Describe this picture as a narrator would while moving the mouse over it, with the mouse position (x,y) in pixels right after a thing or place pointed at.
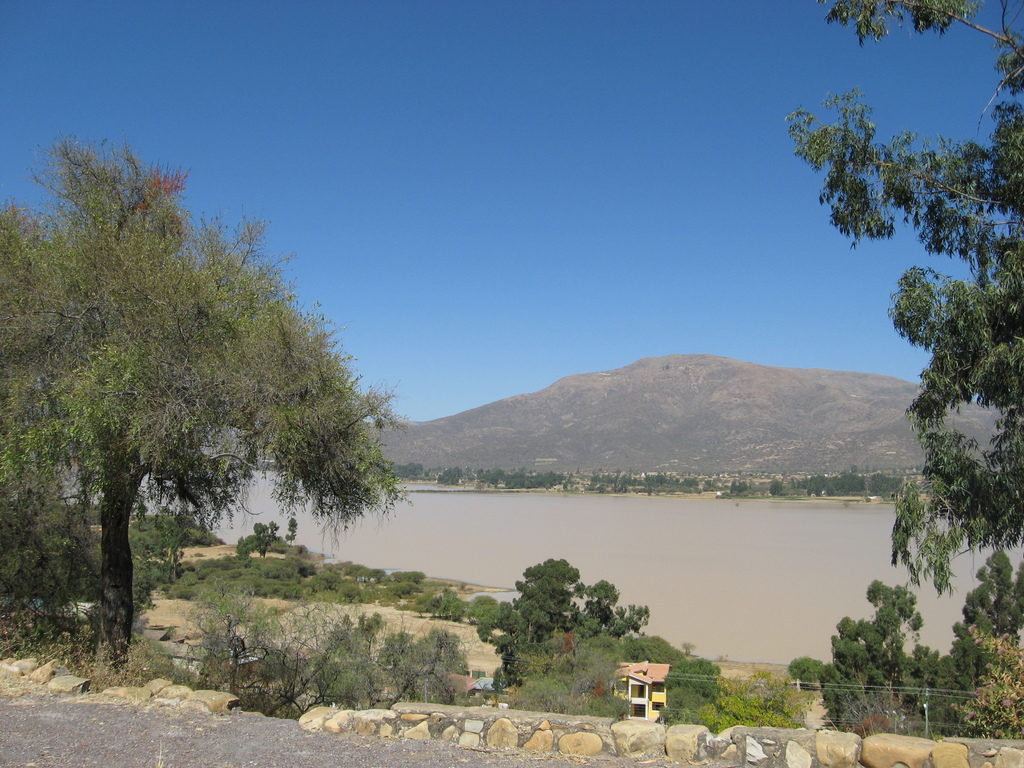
In the center of the image (453,510) there is water (778,565). There are buildings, trees (1000,530), electrical poles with cables (931,694). In the background of the image (869,455) there are mountains (843,404). At the top of the image (636,86) there is sky (654,82).
